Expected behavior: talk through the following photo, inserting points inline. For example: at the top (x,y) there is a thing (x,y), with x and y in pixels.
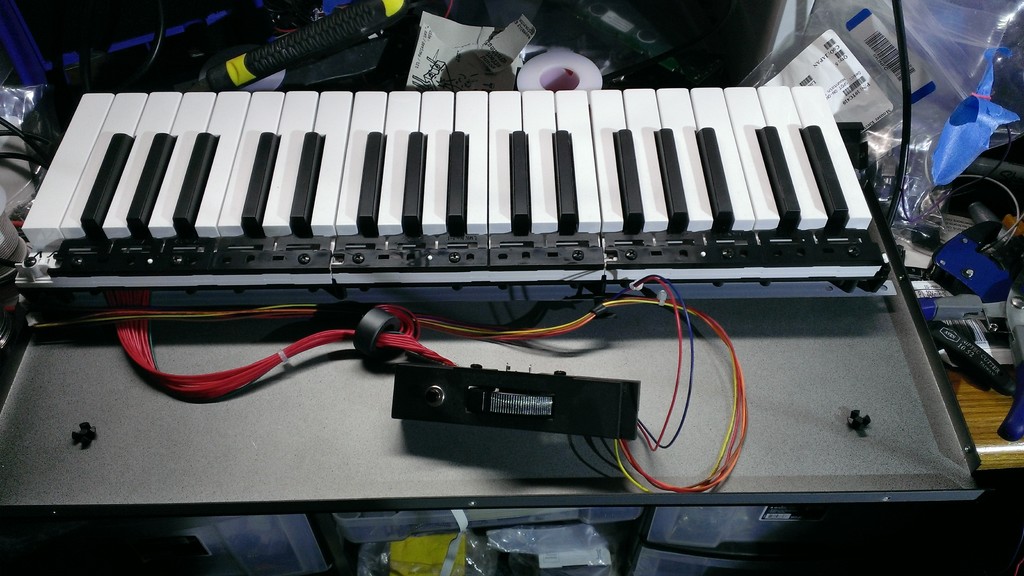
In this picture we can see a piano (437,243) with keyboard (485,202) and aside to this we have wires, tape (538,88), papers (522,35), plastic covers (926,63) on table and below this we have boxes (677,537).
